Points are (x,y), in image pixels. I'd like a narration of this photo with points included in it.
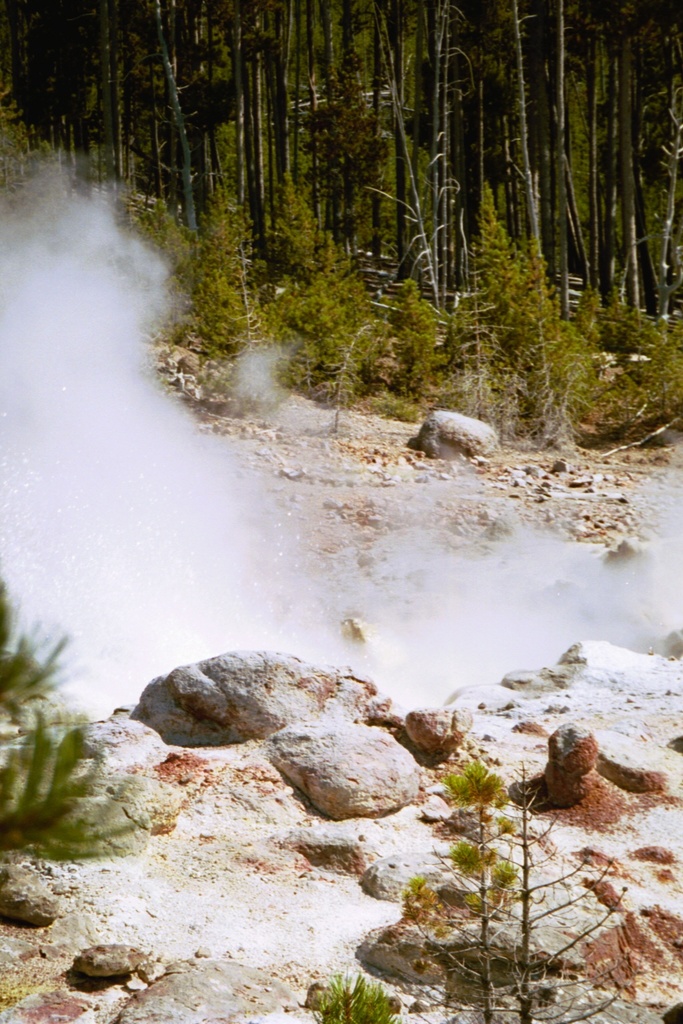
In the picture we can see a surface (357,920) with some stones (549,920) and plants (31,780) and beside it, we can see smoke (135,487) and beside it, we can see a path (389,437) with some stones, plants (367,312) and trees (420,268).
